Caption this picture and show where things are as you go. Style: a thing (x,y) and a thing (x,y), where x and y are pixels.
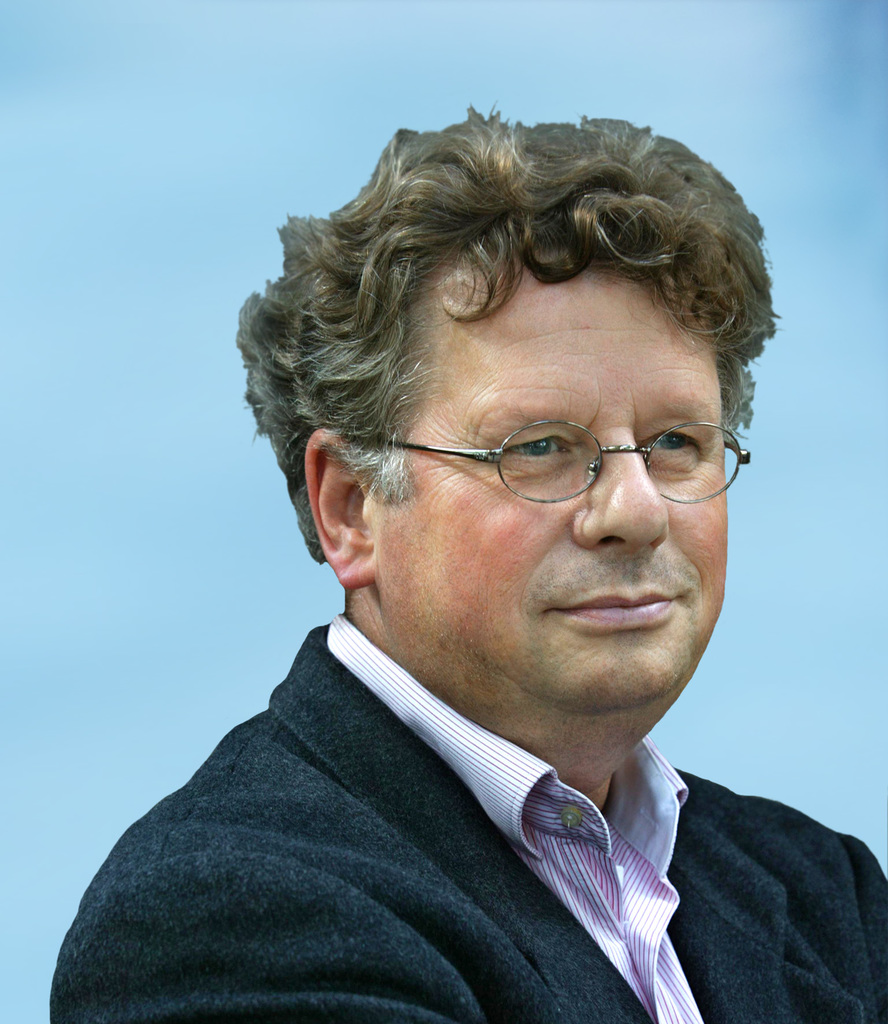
In this image we can see a man (293,858). He is wearing a shirt (564,884) and black coat (307,886). The background (152,529) is blue.
